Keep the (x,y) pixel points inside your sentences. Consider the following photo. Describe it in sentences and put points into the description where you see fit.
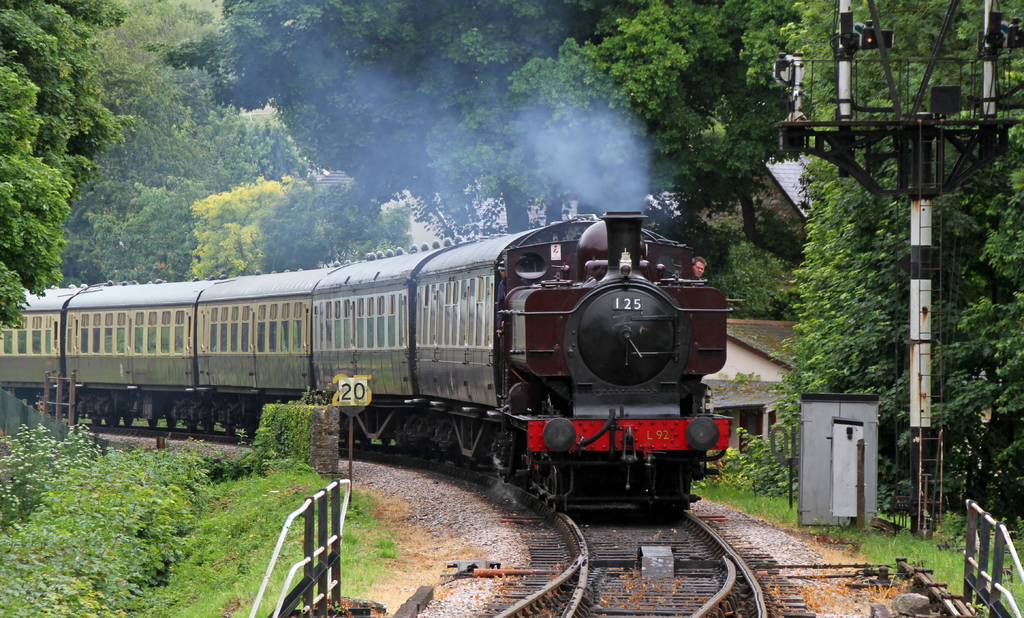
In this image, I can see a train (417,369) on the railway track (504,518). On the right side of the image (753,399), I can see a pole (918,316), metal box (815,441), houses (793,344) and iron grilles (1006,609). On the left side of the image (306,457), I can see a board (363,397) to a pole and plants (84,478). In the background (58,178), there are trees (399,170).
